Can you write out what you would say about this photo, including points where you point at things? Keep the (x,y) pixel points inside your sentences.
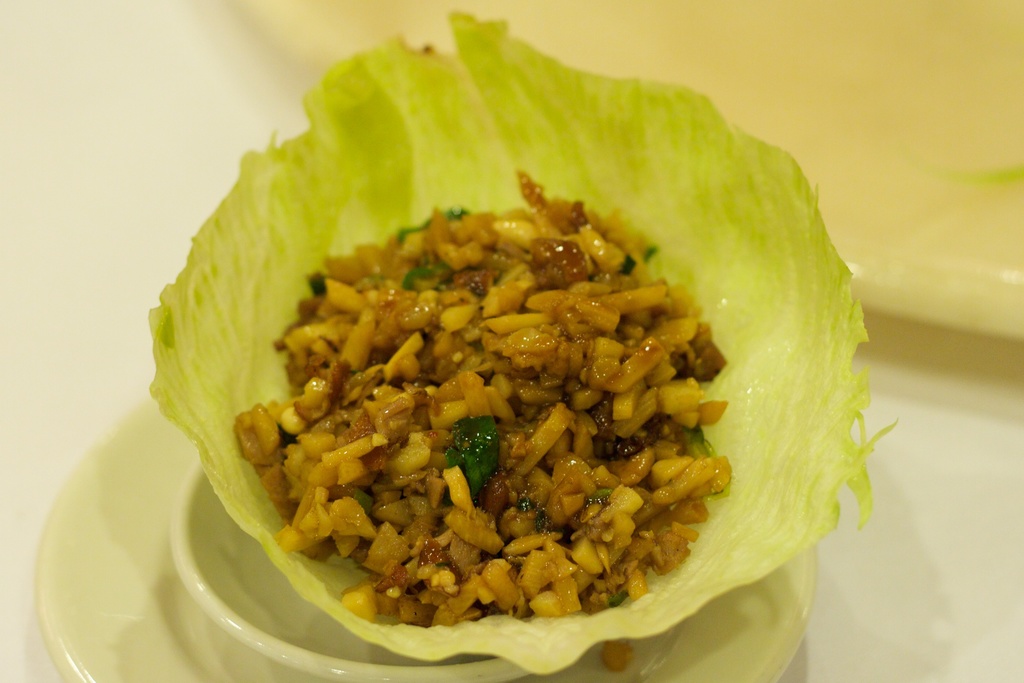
In this image, we can see a bowl (216,574) on the plate (174,630). There is a food (315,359) in the middle of the image (547,408).
